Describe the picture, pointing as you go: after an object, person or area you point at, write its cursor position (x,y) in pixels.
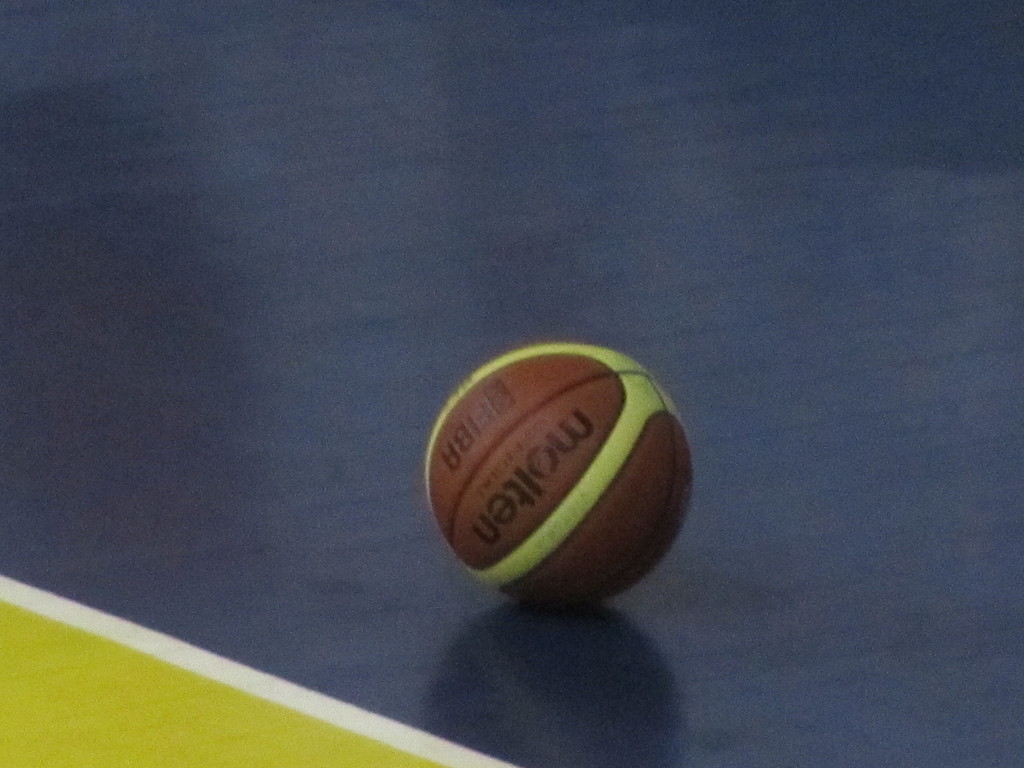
In this picture there is a ball (564,391) on the floor (814,512). The ball (578,388) is in brown and green color and the floor (193,428) is in blue and green color.
